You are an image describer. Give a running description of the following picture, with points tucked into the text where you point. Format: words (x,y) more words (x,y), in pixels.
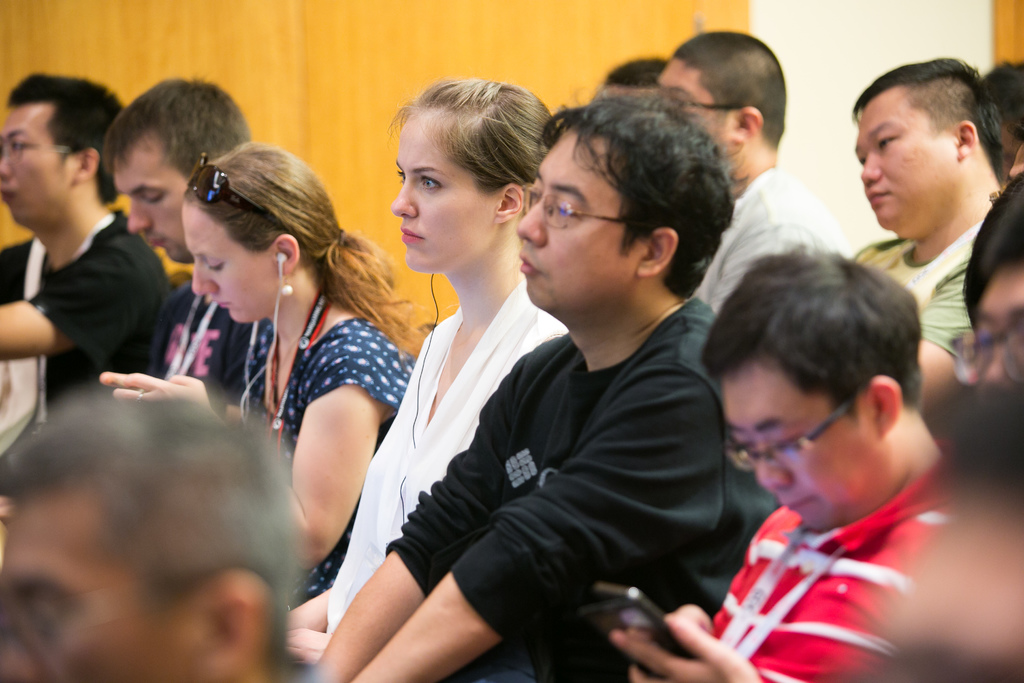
In this image we can see people (819,414) sitting and some of them are holding mobiles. In the background (617,20) there is a wall (598,55).
